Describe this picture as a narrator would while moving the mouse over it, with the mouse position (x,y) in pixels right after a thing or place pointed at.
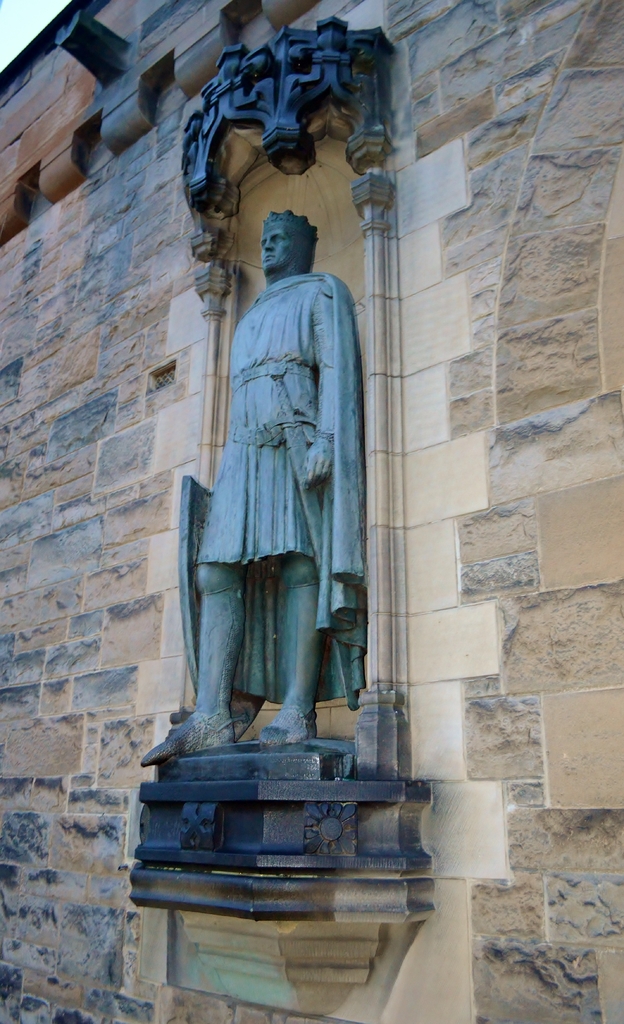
In the picture we can see a wall (459,950) of historical construction and a sculpture man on it with a design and it is in the green color.
